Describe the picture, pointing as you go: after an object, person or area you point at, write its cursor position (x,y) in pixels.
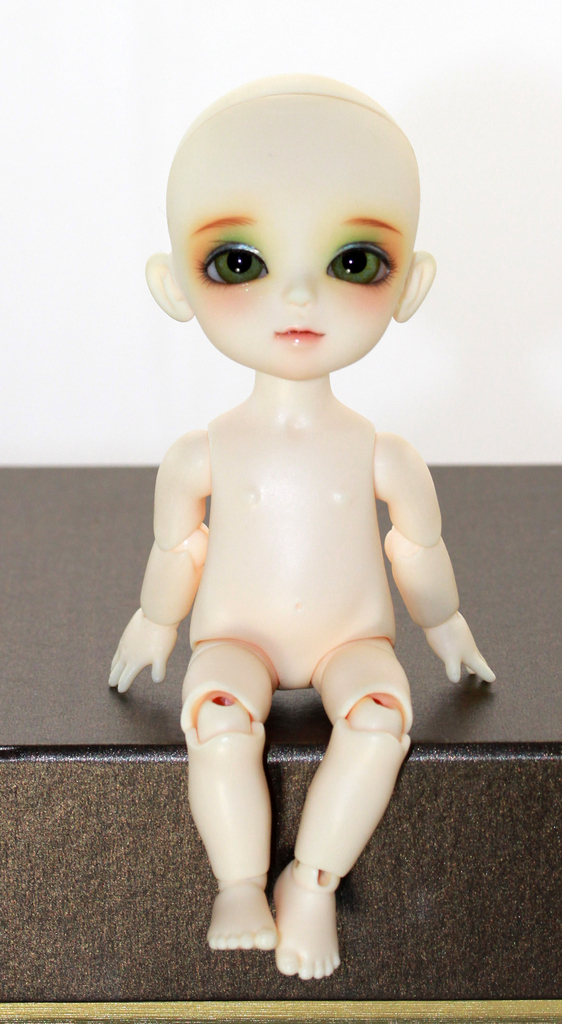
It is a doll (354,491) in white color.
